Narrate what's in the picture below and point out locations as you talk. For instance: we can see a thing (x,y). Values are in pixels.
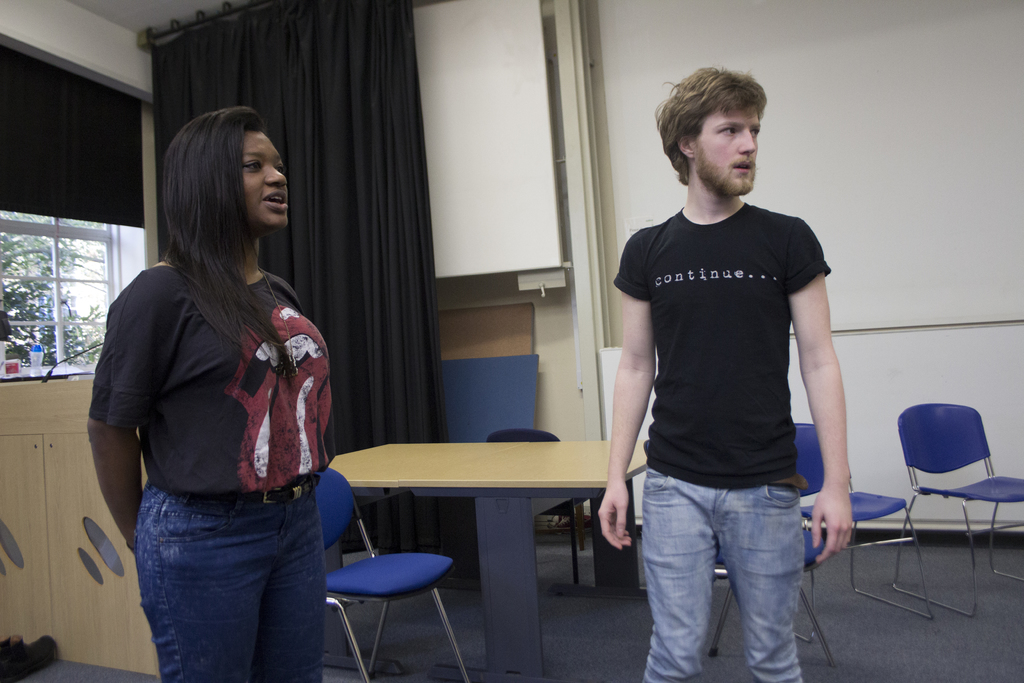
The image is inside the room (470,149). In the image there are two people (293,335) man (739,334) and women (301,345) who are standing. On right side (775,173) there is a white color wall (913,361) and we can also see a table (507,504) and few chairs (806,437), on left side (96,227) we can see a black color curtain (345,78), window (83,254) which is closed and a table (33,382). On table (37,394) there are some bottle (36,366) and a box (12,366), in background (36,282) there is a tree (46,343) and sky (87,300) is on top.
